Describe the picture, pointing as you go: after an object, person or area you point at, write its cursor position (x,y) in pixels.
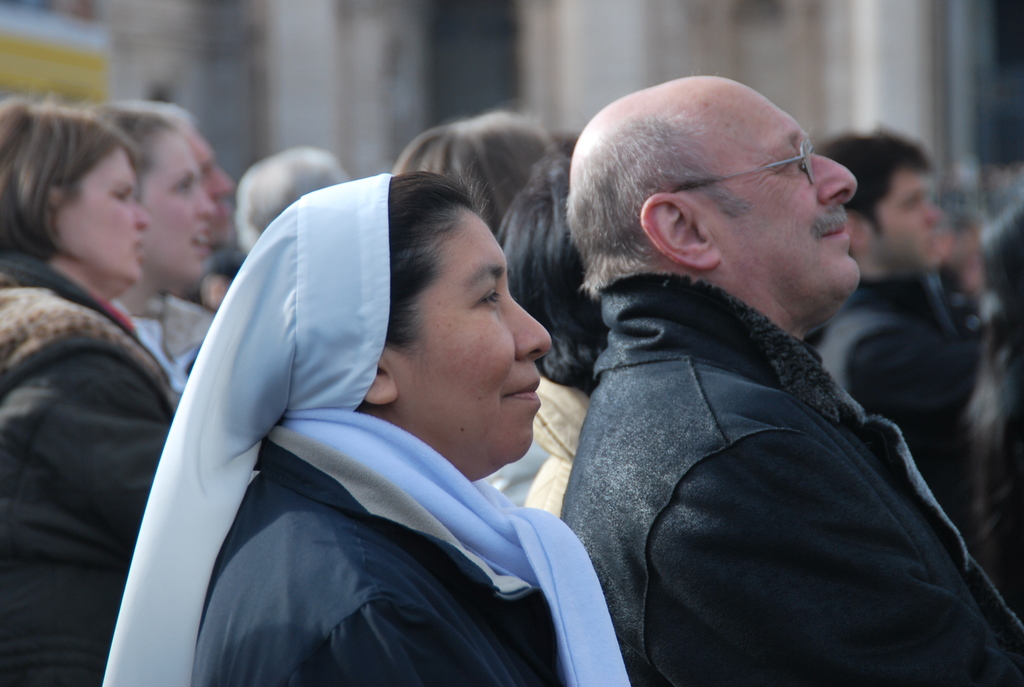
In this image there are group of persons (606,267), there is a person (47,173) truncated towards the left of the image (95,321), the background of the image (825,44) is blurred.
